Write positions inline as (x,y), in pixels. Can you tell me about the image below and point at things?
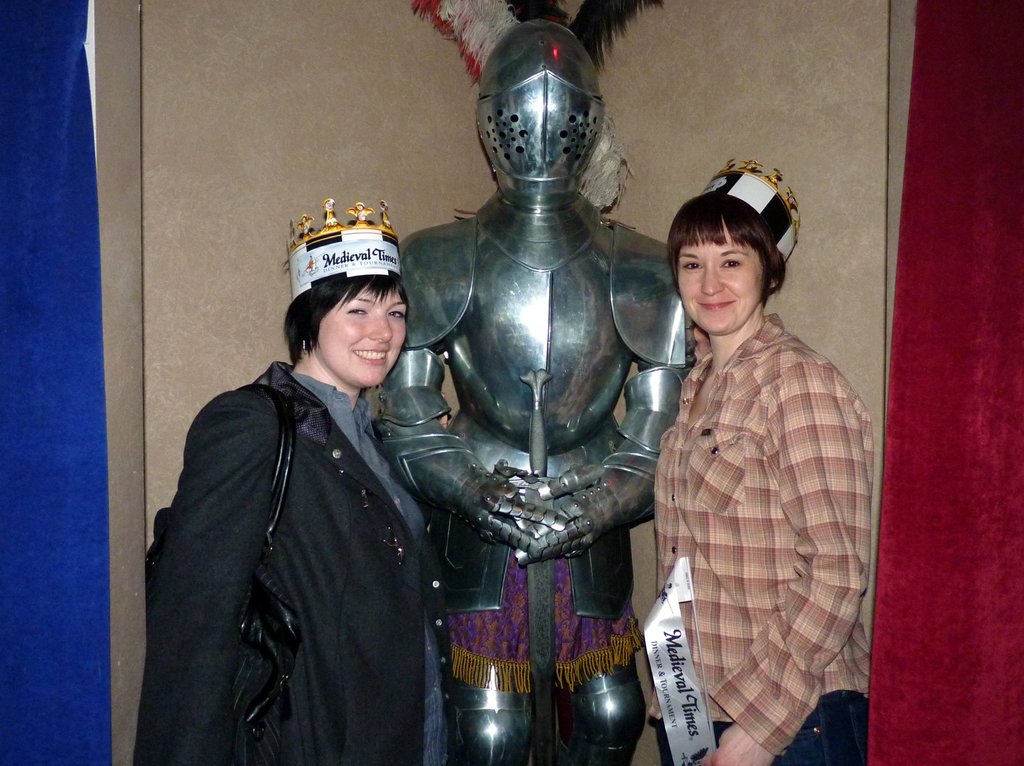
In this image there are two girls (787,481) standing with a smile on their face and they are wearing a crown (320,262) on their head (725,240), in between them there is a suit of armor (456,248), behind the armor (467,517) there is a wall (755,157) and curtains (960,215) on the both sides of the image.
